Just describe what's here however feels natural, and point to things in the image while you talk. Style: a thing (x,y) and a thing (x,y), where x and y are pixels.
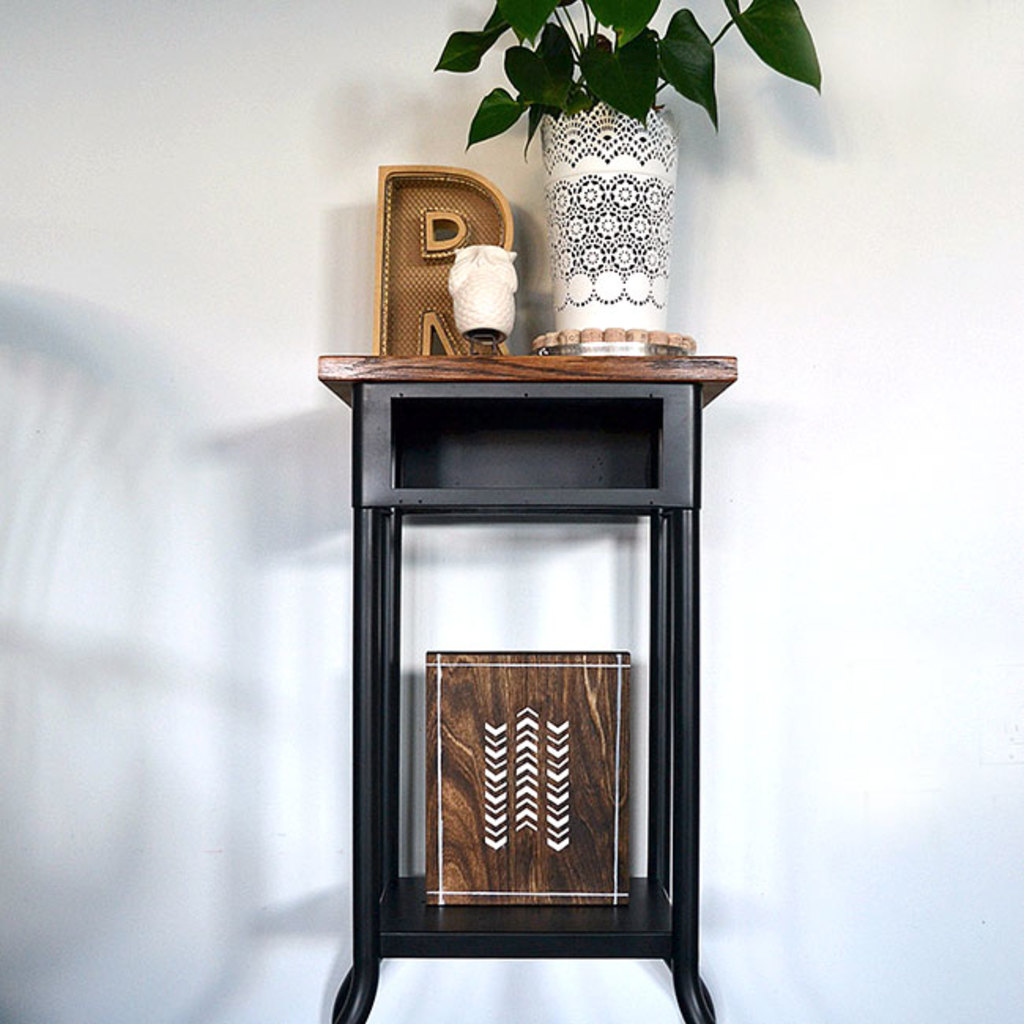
In this image we can see one table (683,383) near to the white wall (886,898), one white pot (591,163) with leaves (582,45) and some objects (475,249) on the table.
